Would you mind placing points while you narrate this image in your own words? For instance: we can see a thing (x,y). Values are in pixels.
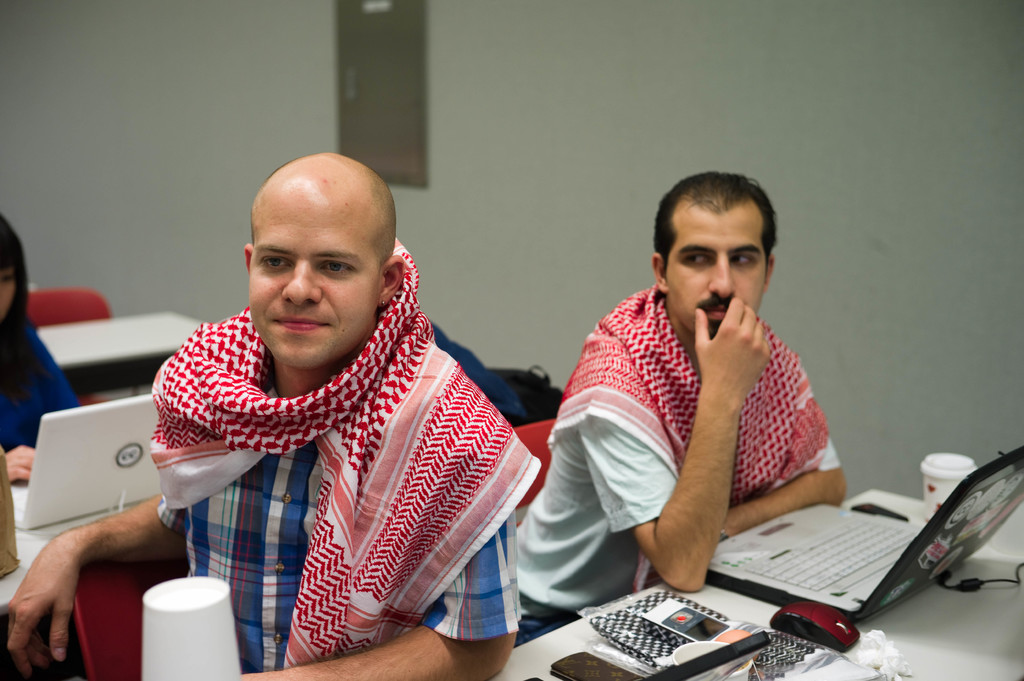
In this image, we can see people (421,417) sitting on the chairs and wearing towels (409,424) and on the table (652,592), there are glasses (707,648) and we can see a laptop (876,588), mouse (822,617) and some objects (738,655) and there is a lady (61,403) using laptop (57,467). In the background (484,106), there is a wall (591,137).
